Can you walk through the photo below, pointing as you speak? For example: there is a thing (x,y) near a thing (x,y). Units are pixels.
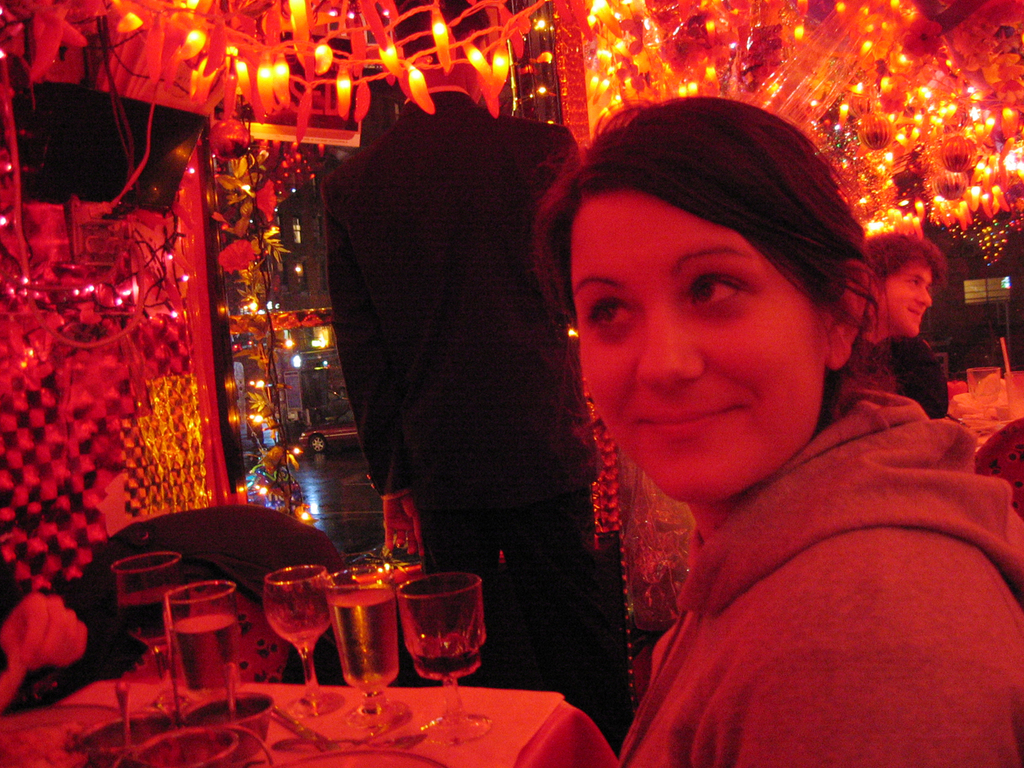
In this image I can see few people (708,425) are sitting and a person (484,349) is standing. I can see few glasses (370,667) and objects (98,721) on the tables (506,717). At the top (388,85) I can see few light (689,86) and few decorative items (886,33). In the background (330,470) I can see a vehicle (326,430) on the road (345,475).
